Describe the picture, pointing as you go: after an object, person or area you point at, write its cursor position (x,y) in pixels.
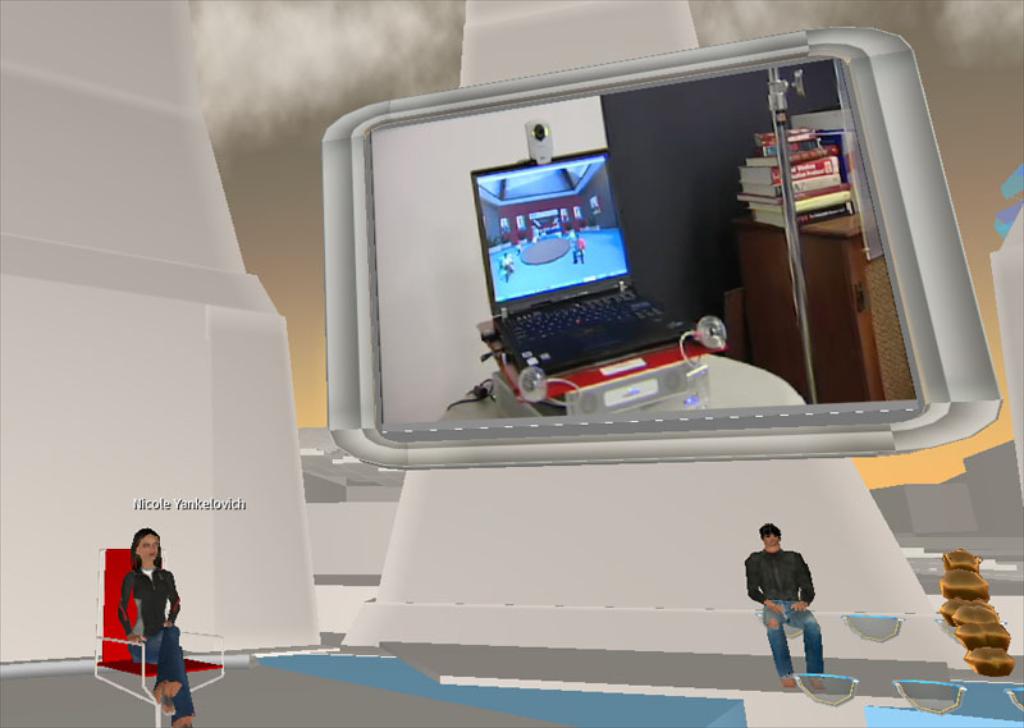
It is the animation image in which there is a mirror (539,414). In the mirror (605,340) we can see that there is a laptop (538,299). On the laptop (553,162) there is a webcam (548,144), Beside the laptop (551,177) there are books (756,206) on the table (811,234). At the bottom (151,605) there is a girl (161,595) sitting on the chair (118,646). On the right side (772,588) there is a boy (772,588) sitting on the wall (738,581).
